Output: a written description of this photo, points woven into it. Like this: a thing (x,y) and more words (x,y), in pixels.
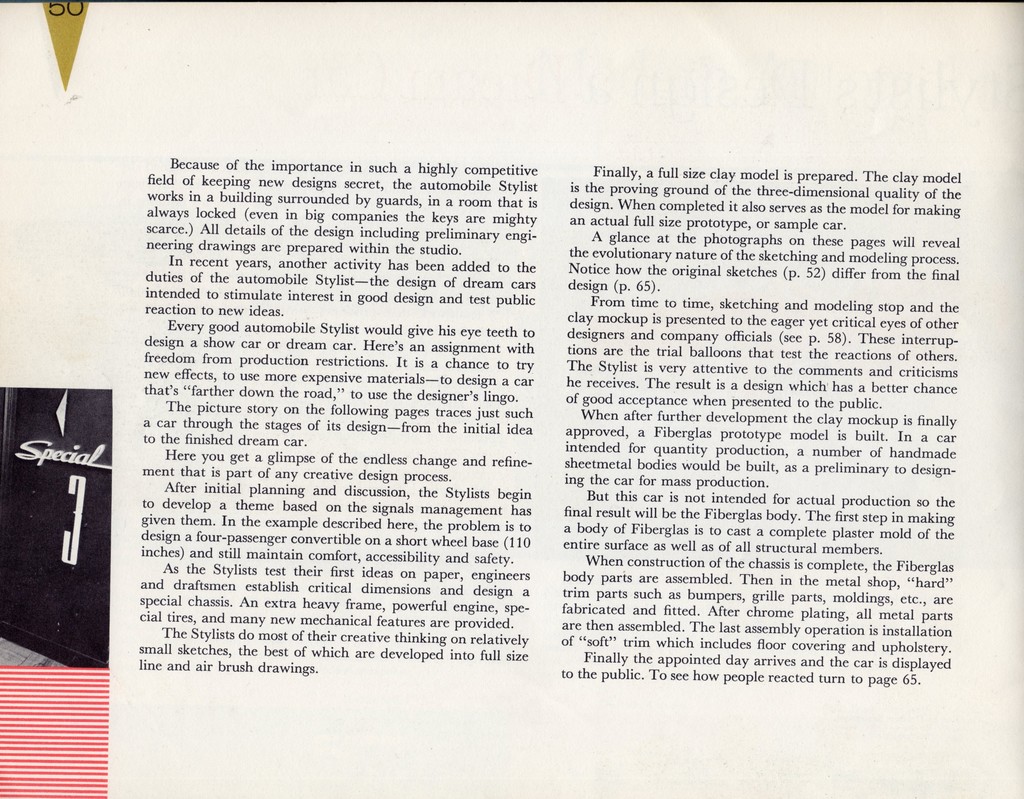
In this image, we can see a photo (94,260) of a paper (116,215), we can see some text (509,354) on the paper (596,299).
